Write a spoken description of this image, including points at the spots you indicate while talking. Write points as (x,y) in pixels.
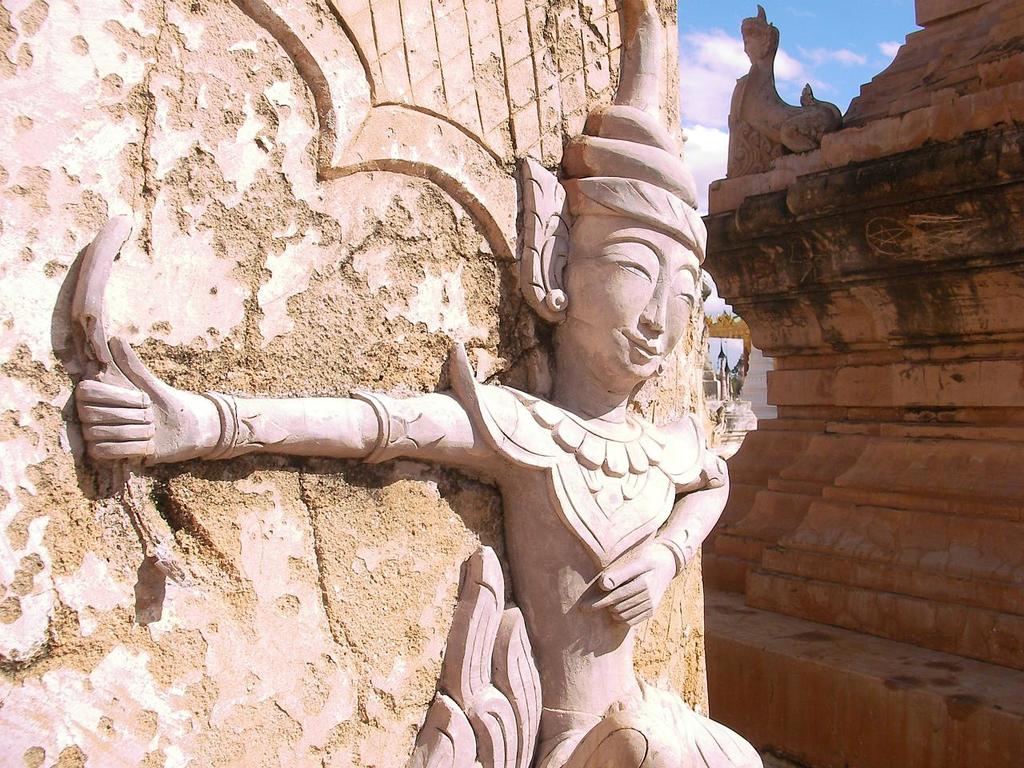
In this image there is a sculpture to the wall (341,272) and a building (897,272), there is a another sculpture (778,122) to the building (822,179).
